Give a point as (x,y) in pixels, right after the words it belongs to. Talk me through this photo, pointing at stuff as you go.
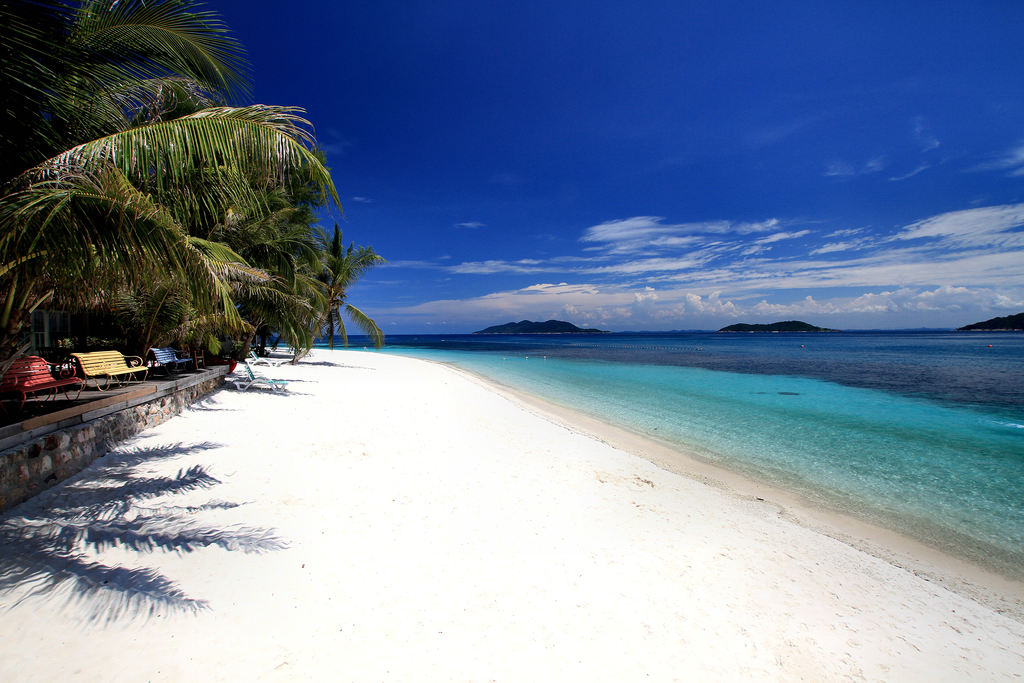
This is a picture of a seashore (402,433), at the left side (194,173) there are some green trees (174,153) and we can see some benches (167,347), there is a sea (837,356) and we can see water (824,343), at the top (688,36) there is a blue sky (708,118).
